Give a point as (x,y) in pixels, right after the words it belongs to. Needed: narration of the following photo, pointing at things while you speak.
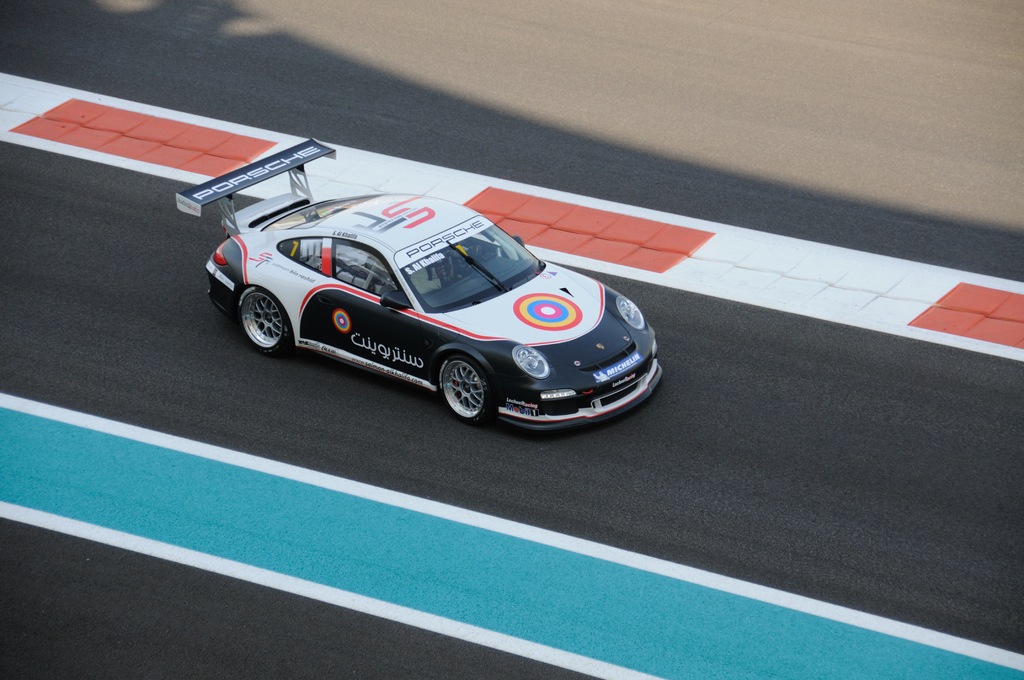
In this picture we observe a black PORSCHE car (488,330) which is racing on the track (288,402).
